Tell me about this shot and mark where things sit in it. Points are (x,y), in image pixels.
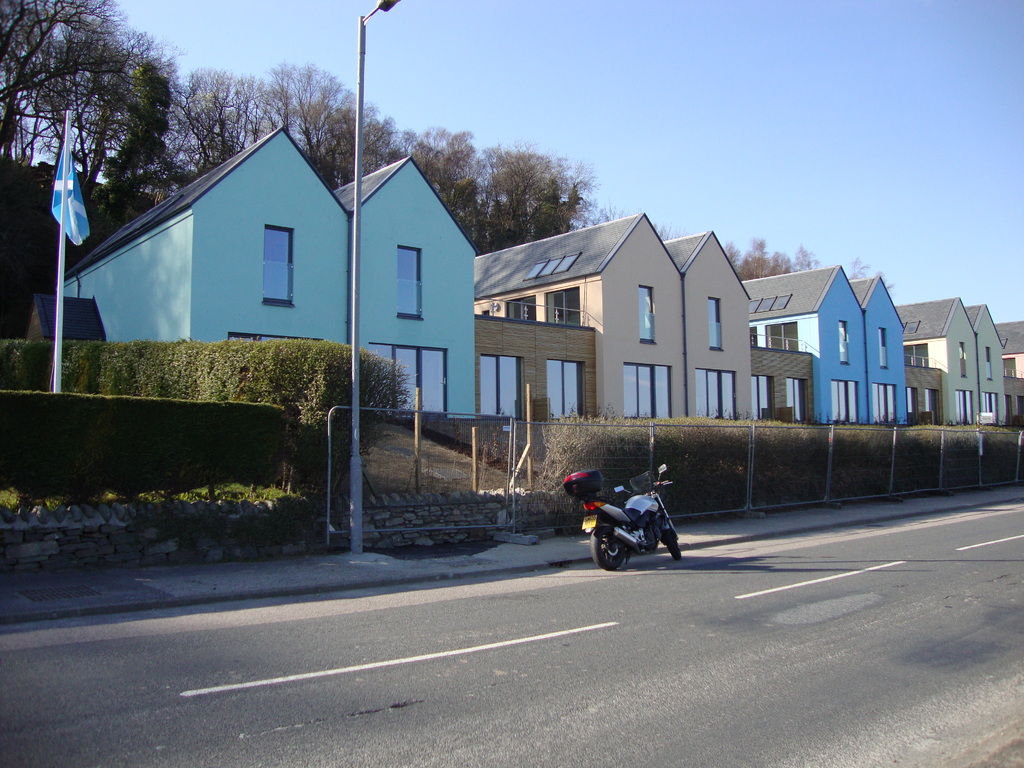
In this picture we can see a motorcycle (600,509) on the road (374,755), fence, flag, stones (126,519), plants (159,397), poles (58,351), trees (746,264), buildings (503,267) with windows (404,346) and in the background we can see the sky (673,97).
